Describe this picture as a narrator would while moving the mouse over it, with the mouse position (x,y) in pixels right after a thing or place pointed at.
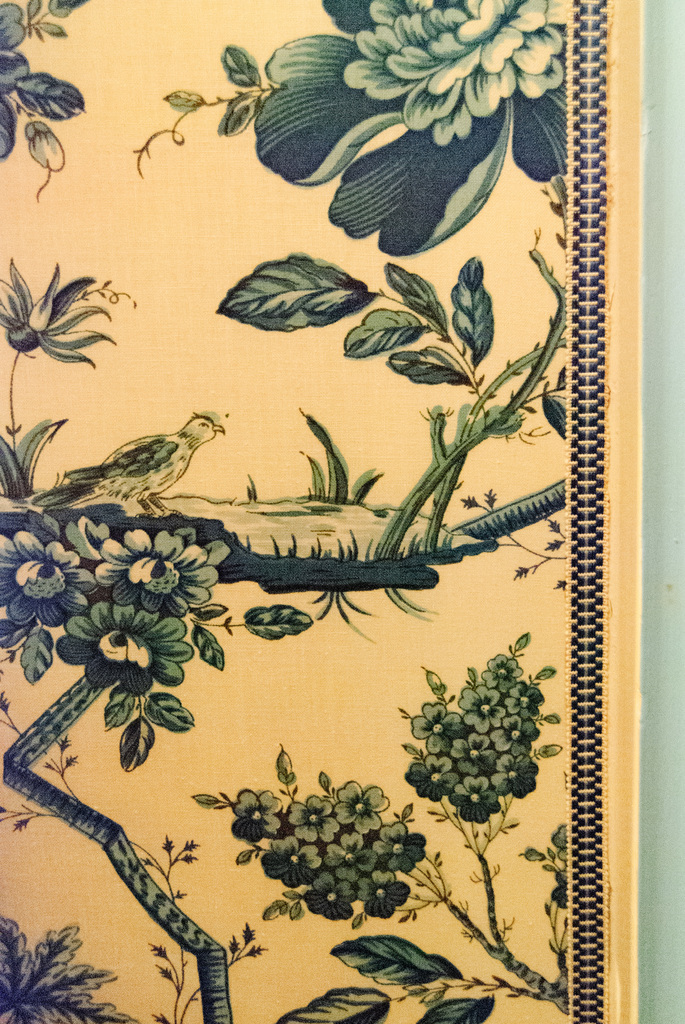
This is a painting. There is a bird (155,471) on the tree (527,521) and there are flowers (27,565) on the tree (38,754). On the right side of the image (663,405) it looks like a wall (649,854).
